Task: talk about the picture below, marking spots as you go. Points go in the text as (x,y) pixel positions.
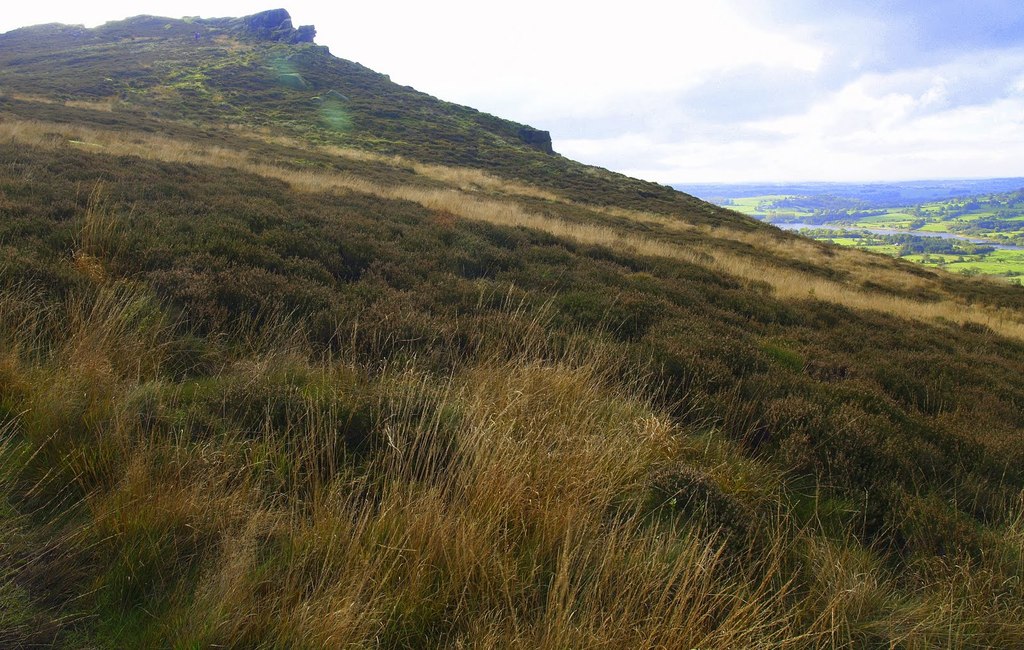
There is grassland (461,418) in the foreground area of the image (495,279), it seems like mountains (580,167) and the sky (591,157) in the background (316,84).
